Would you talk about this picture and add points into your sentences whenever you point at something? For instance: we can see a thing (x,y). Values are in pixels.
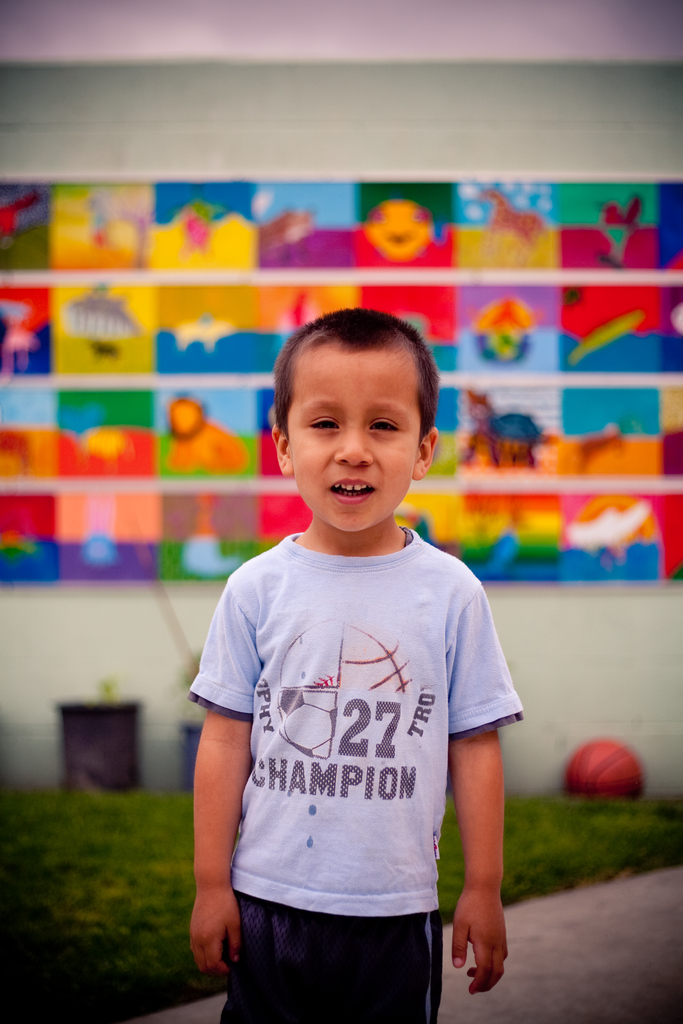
In this image I can see the child (355,622) with the dress (246,866). In the background (189,889) I can see the flower pots (120,756) and the ball (576,786) on the grass (143,849). I can see the colorful board (200,274) attached to the wall (440,126).
